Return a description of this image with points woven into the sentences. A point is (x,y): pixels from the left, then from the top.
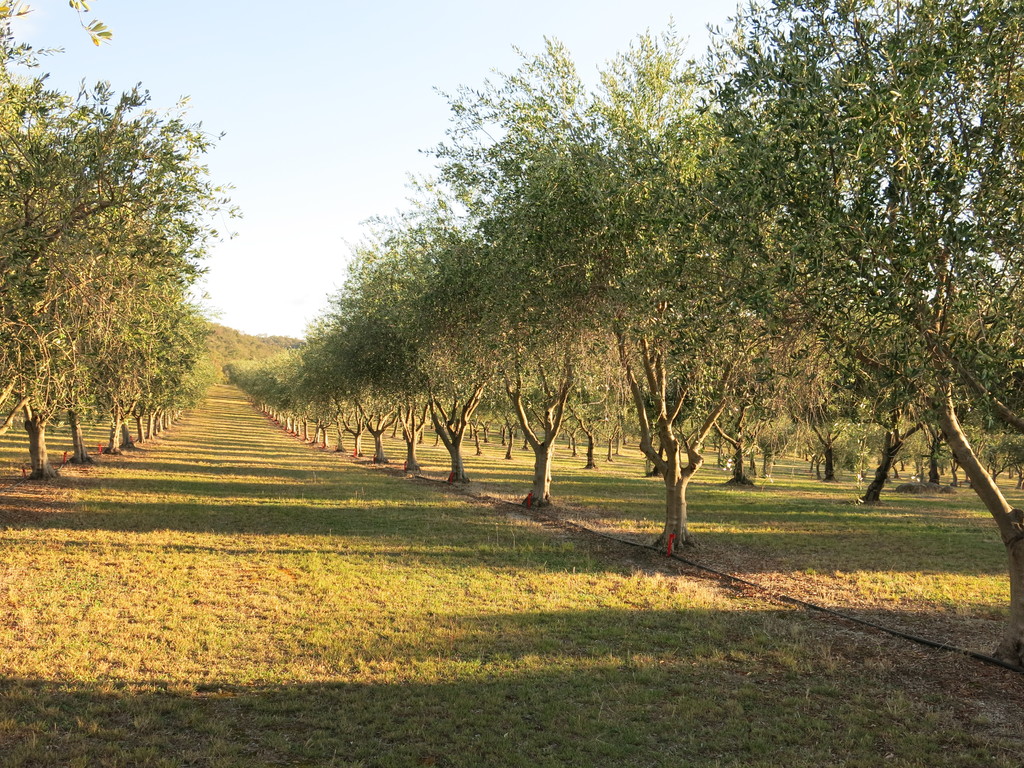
At the bottom of the picture (461,670), we see grass (366,618). On either side of the picture, there are trees (669,334). There are trees (221,350) in the background (301,365). At the top of the picture (278,147), we see the sky (273,101). This picture might be clicked in the garden (566,617).
